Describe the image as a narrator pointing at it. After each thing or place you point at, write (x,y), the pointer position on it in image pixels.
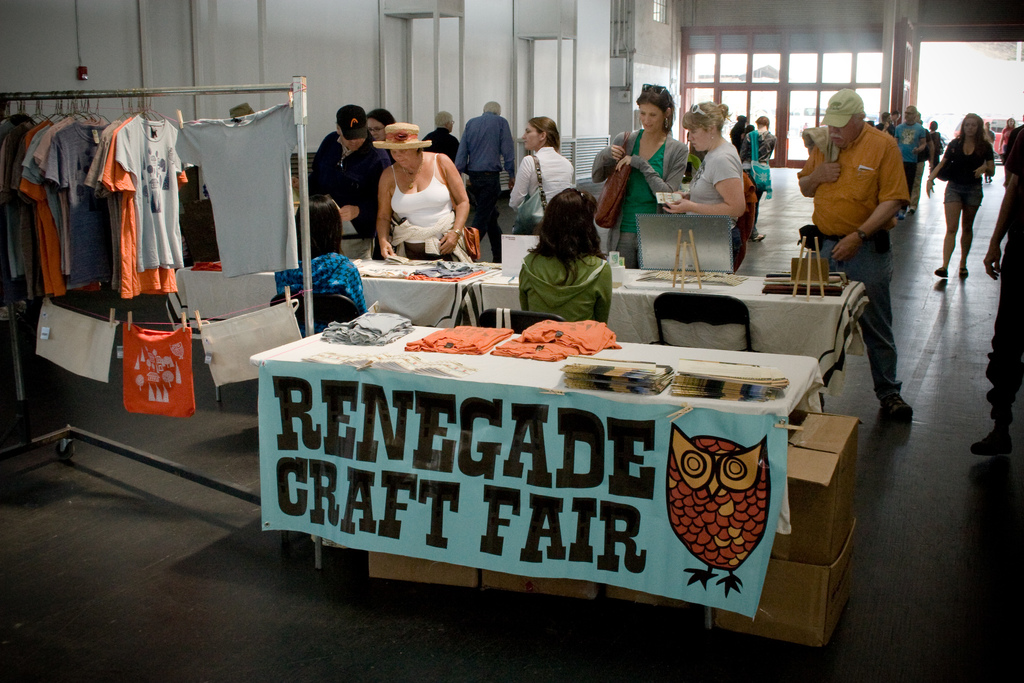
In this picture we can see a banner (641,418), boxes (774,608), tables (357,349) with clothes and boards (669,269) on it and two people (521,290) are sitting on chairs (315,319) and clothes (27,170) are hanged to hangers (146,114) and a group of people (817,181) and in the background (424,127) we can see windows (787,110), walls (485,19) and some objects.
